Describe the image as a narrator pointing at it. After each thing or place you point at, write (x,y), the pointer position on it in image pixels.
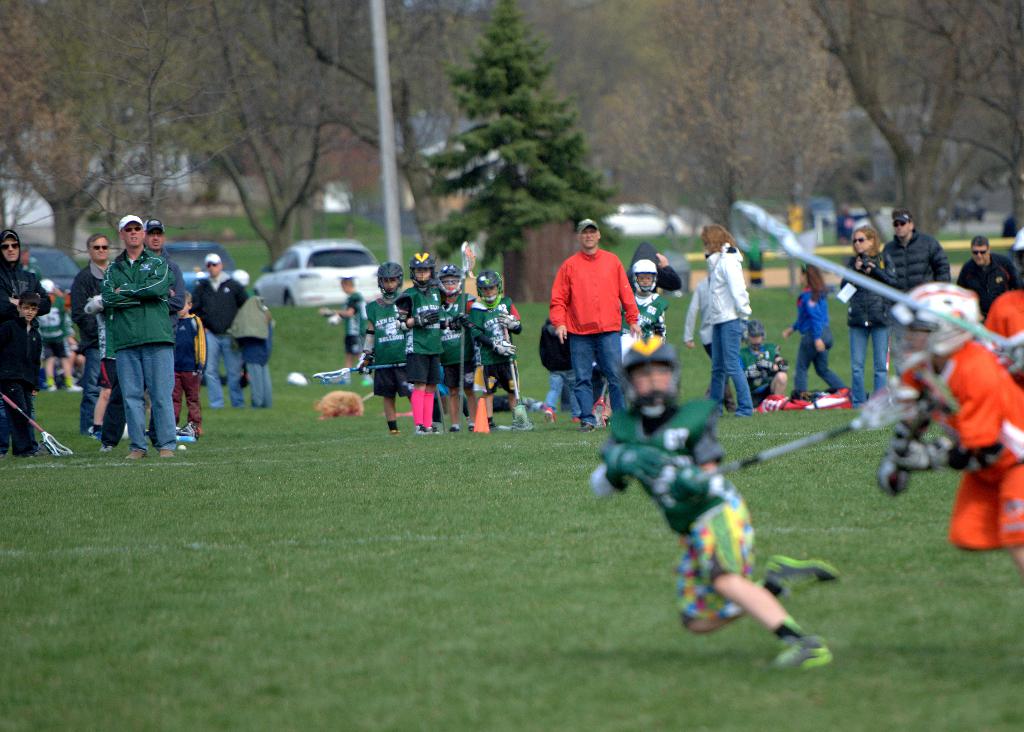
In this image, there are a few people (615,488). We can see the ground (622,516) with some objects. We can also see some grass (388,460) and trees (106,178). We can see a pole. There are a few vehicles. We can also see a white colored object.
